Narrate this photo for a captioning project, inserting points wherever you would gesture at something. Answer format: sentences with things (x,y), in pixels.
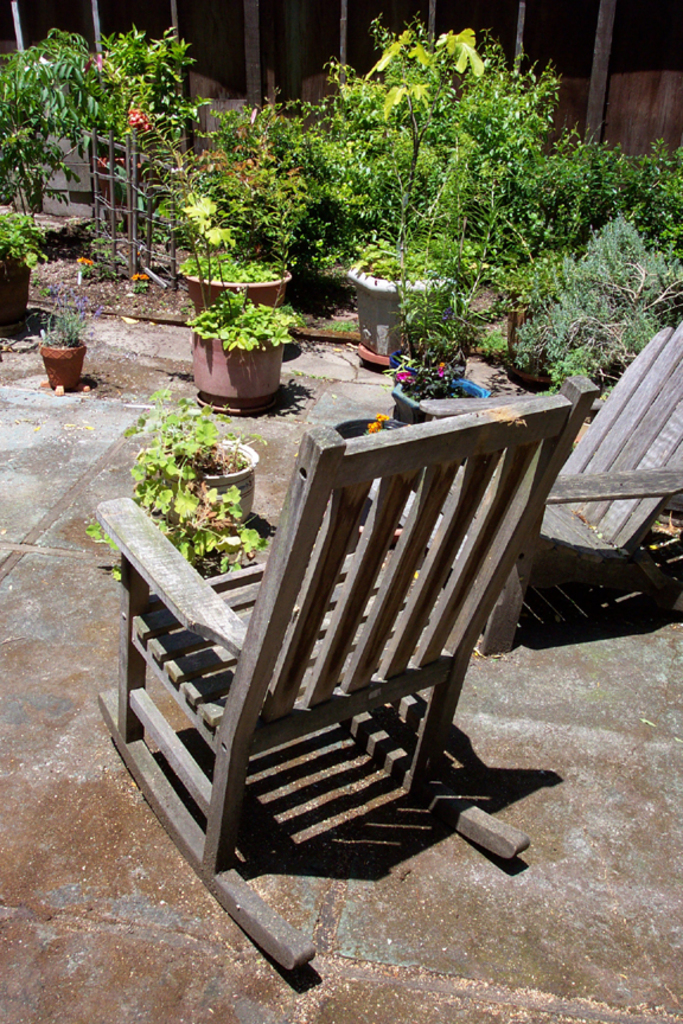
As we can see in the image, there are two chairs (443,593). In-front of chairs (430,575) there are plants (235,230) in pots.
